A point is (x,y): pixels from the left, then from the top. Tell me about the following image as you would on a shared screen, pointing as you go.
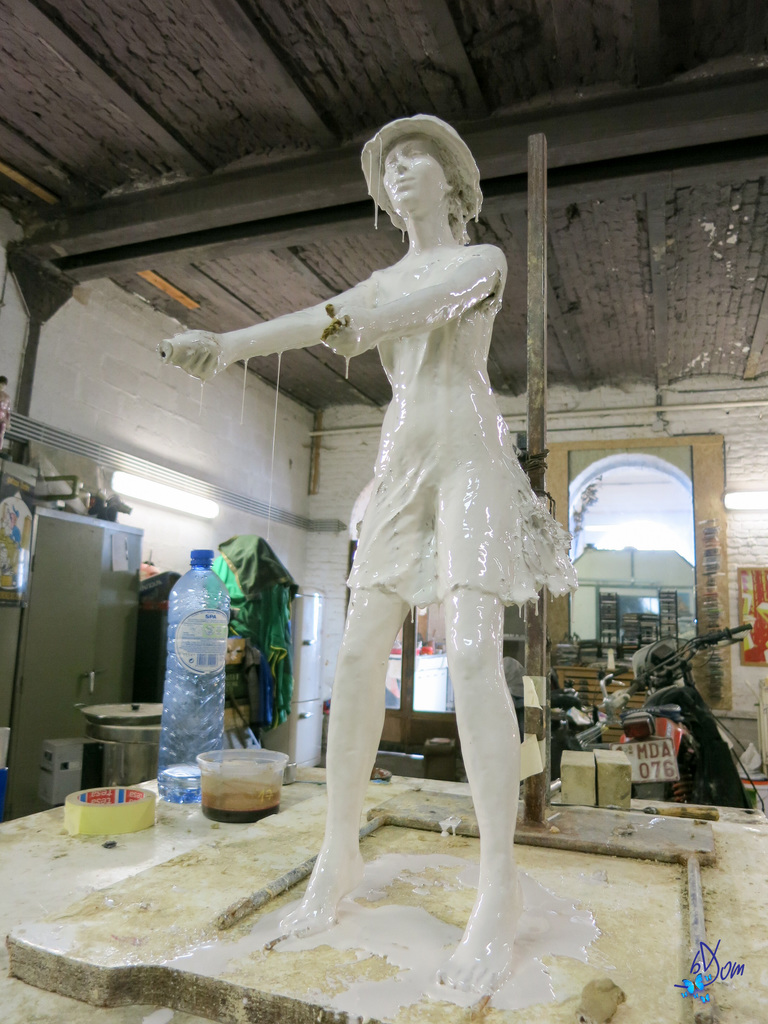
In this image I see a sculpture (506,744) and beside to it there is a bottle (162,735), a bowl (237,775) and other thing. In the background (255,745) I see the wall (350,540), a bike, few things (563,761) over here and lights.
